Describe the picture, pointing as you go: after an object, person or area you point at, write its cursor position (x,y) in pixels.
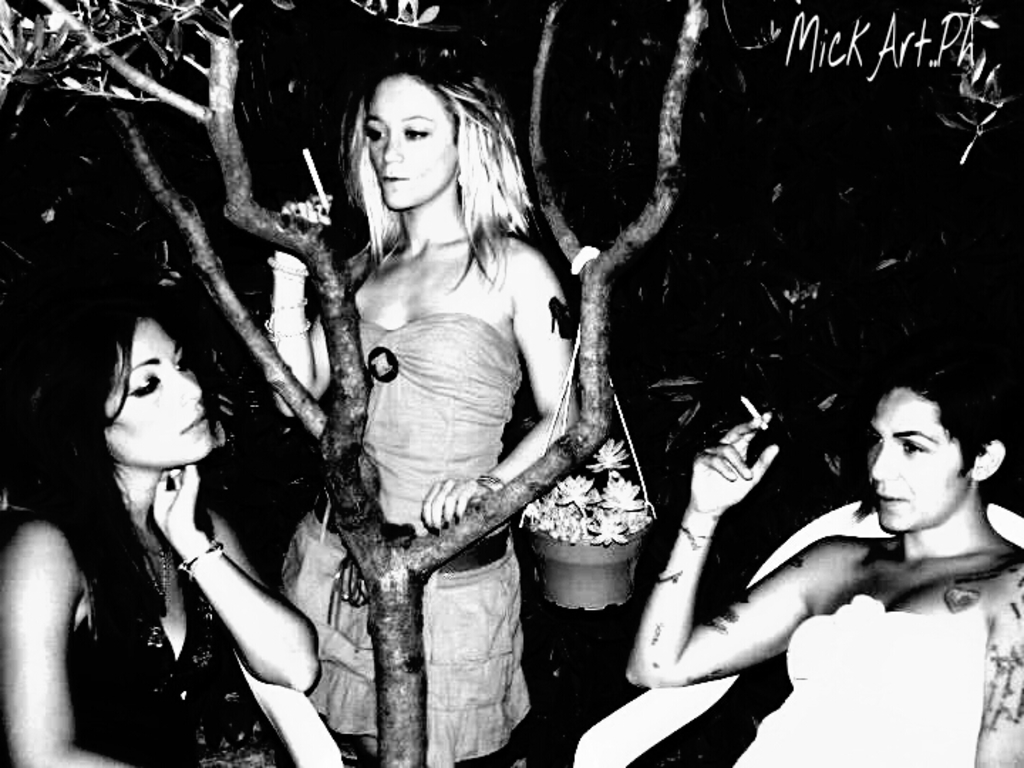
Here in this picture we can see two women (253,635) sitting on chairs (726,681) and in between them we can see a woman (442,411) standing and in front of her we can see a tree (602,367) present and on that tree (585,362) we can see a bucket (547,559) of flowers (561,502) hanging and two of them are carrying cigarettes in their hands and this is a black and white image.
